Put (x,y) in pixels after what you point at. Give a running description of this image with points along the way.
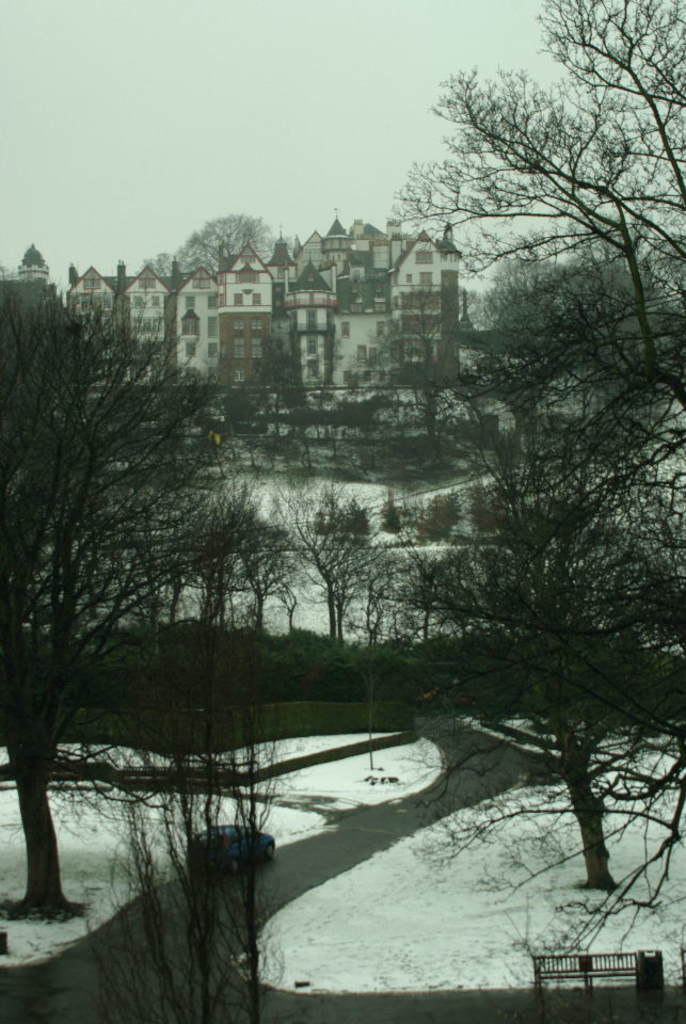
In this image I can see number of trees (314,411), a building (41,266) and ground (665,1004) full of snow (378,872). I can also see a car (231,839) over there.
